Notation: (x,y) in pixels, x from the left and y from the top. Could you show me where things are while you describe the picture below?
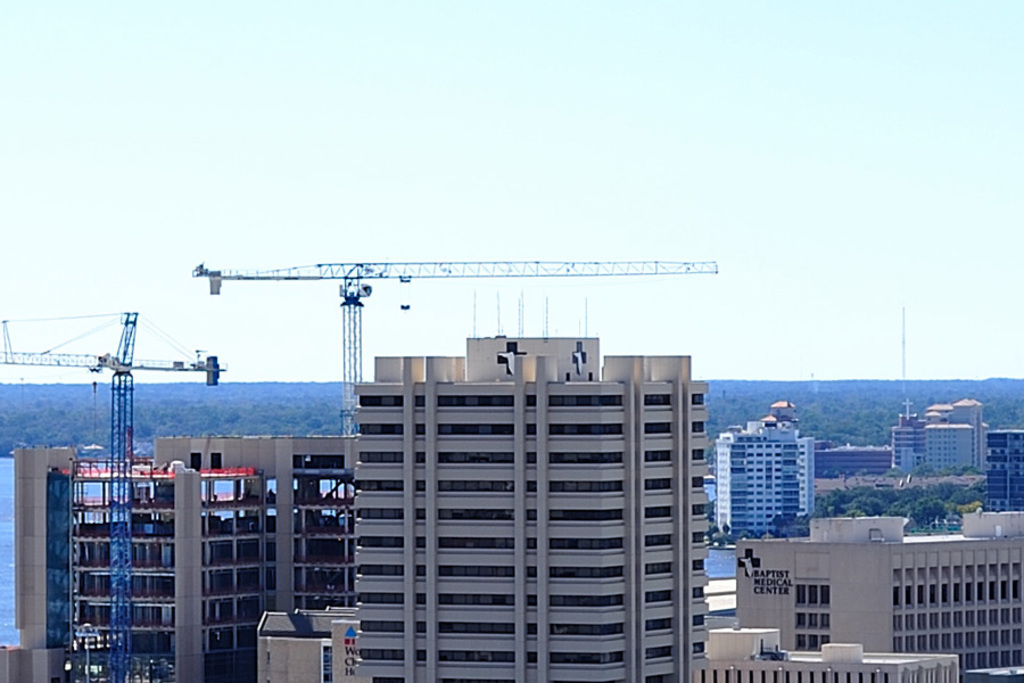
In the center of the image (564,314) we can see the sky (755,112), buildings (433,540), pole type structures (683,266), trees (876,402) and a few other objects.
